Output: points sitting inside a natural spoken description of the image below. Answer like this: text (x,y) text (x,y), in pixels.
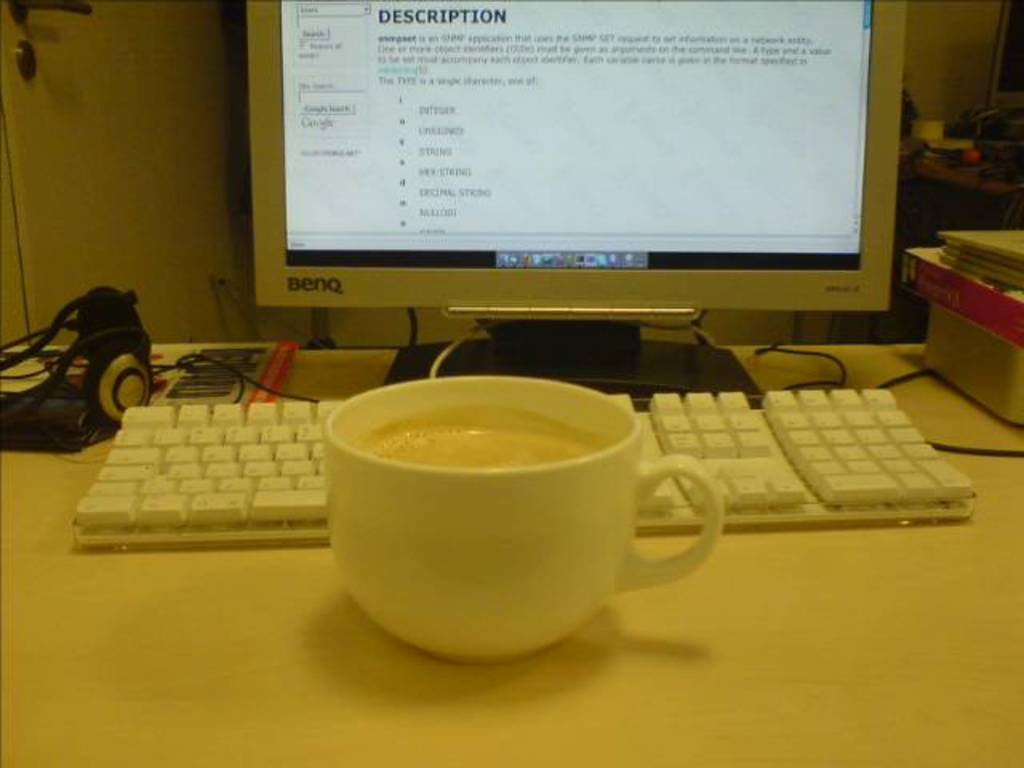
In a room (946,53) there is a table (132,580), on the table (55,594) there is a cup (543,495) in front of the cup (560,485) there is a keyboard (220,451) and a monitor (491,279), to the left side (106,408) there is a headset (133,378), in the background (93,171) there is a door (141,186).
